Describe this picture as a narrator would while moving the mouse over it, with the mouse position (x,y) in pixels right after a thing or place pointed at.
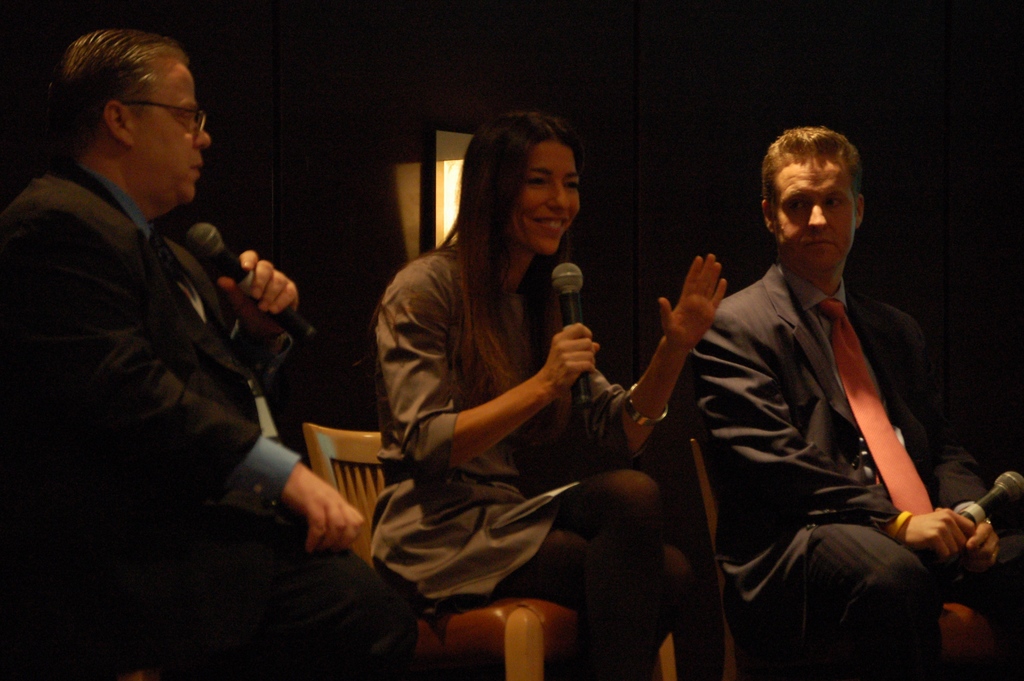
In this image I can see three people (651,488) are sitting on the chairs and holding mics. They are wearing different color dresses (523,329). Background (307,96) is dark.
